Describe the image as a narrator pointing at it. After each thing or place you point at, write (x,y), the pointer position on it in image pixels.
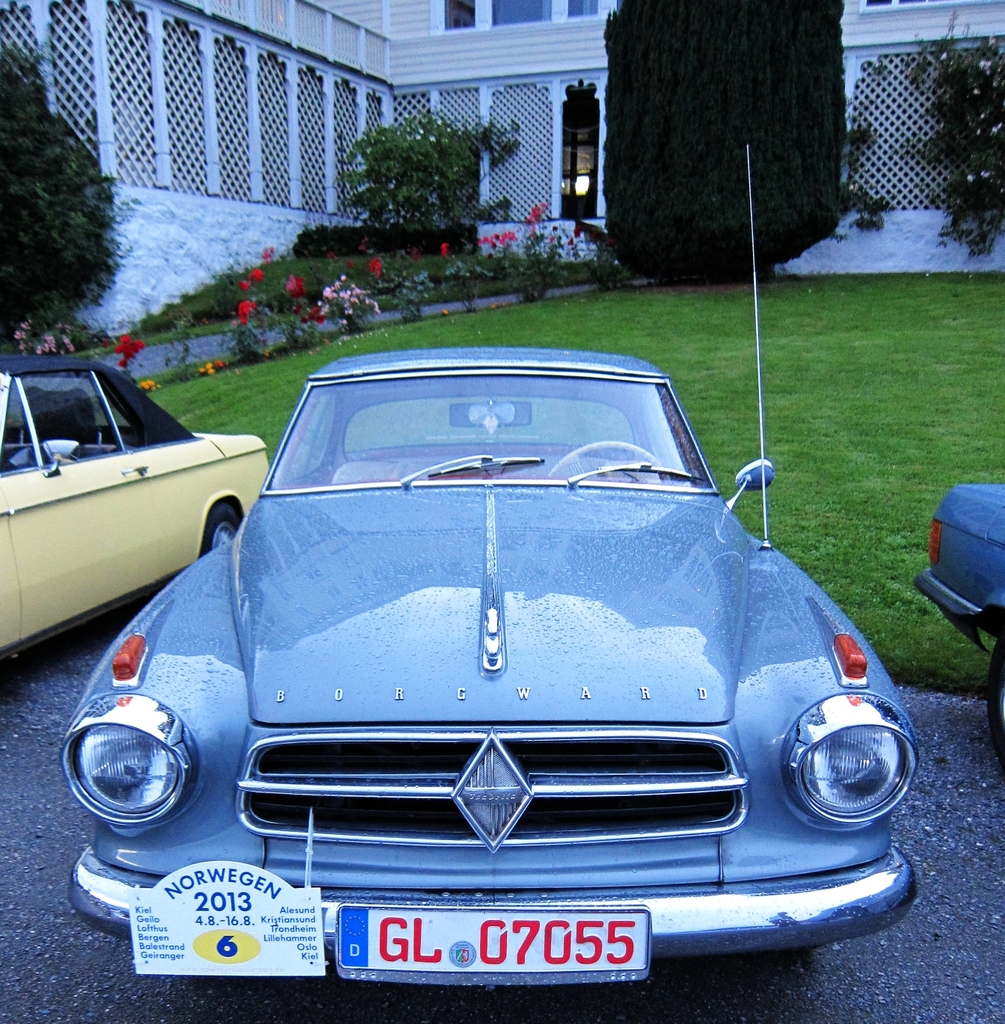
In the foreground of this image (405,759), there are three cars (991,541) on the road (944,777). In the background (777,330), there are flowers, plants (535,268), grass (841,358), few trees (718,98) and a building (389,55).
